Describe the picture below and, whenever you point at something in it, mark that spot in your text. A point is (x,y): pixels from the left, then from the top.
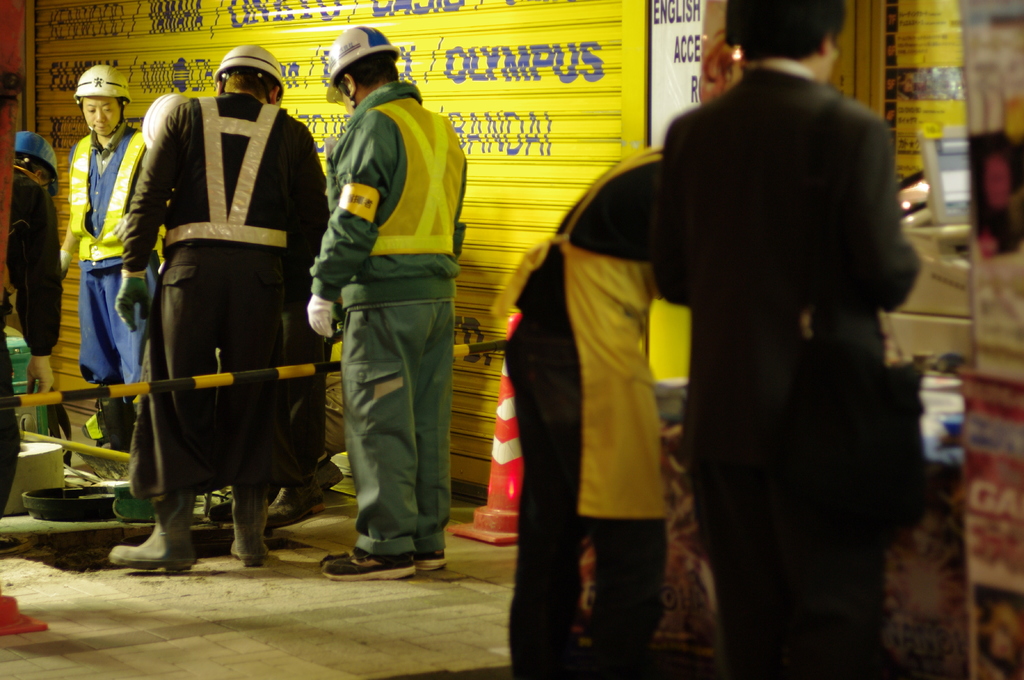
In this picture I can see few people (543,451) standing and few of them wore caps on their heads (247,89) and I can see couple of cones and a metal rod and I can see a store (934,215) on the side and I can see a text (521,148).
